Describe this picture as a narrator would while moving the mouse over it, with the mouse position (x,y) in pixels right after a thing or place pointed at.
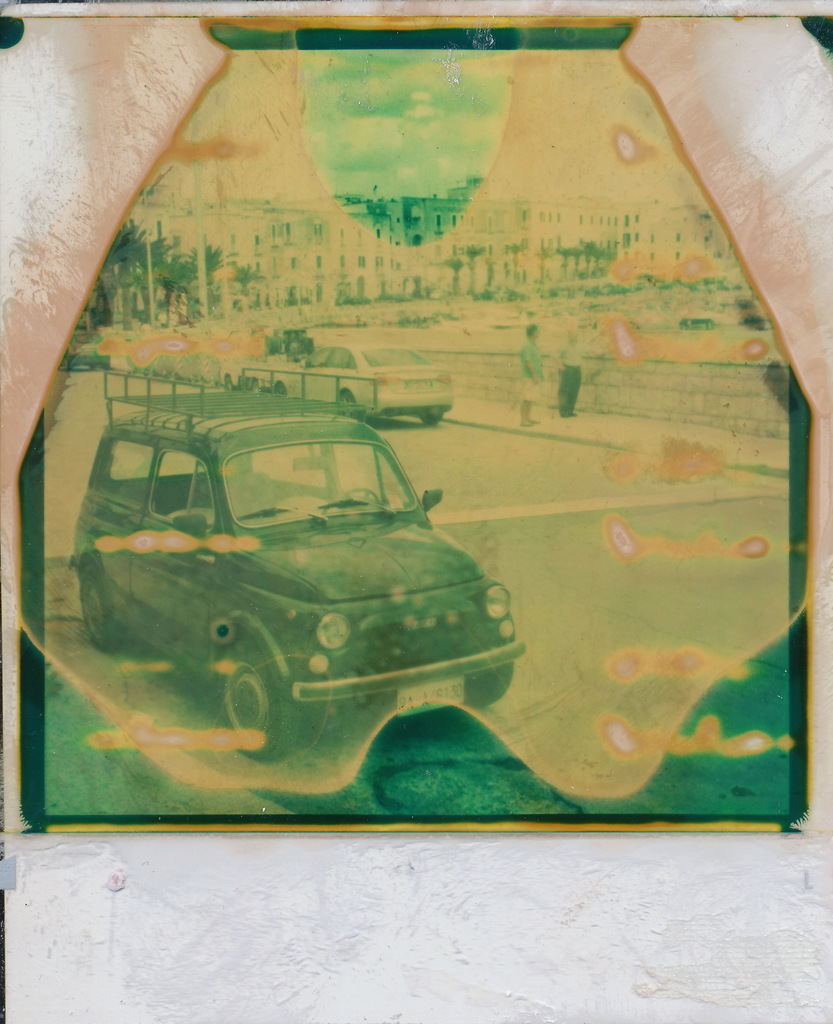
In this image there is a photo (375,726). In the photo (342,657) there are few vehicles (321,548) on the road (446,718) and two persons (561,379) standing on the pavement (740,447). In the background (292,282) there are buildings (296,285) and trees (152,254).
